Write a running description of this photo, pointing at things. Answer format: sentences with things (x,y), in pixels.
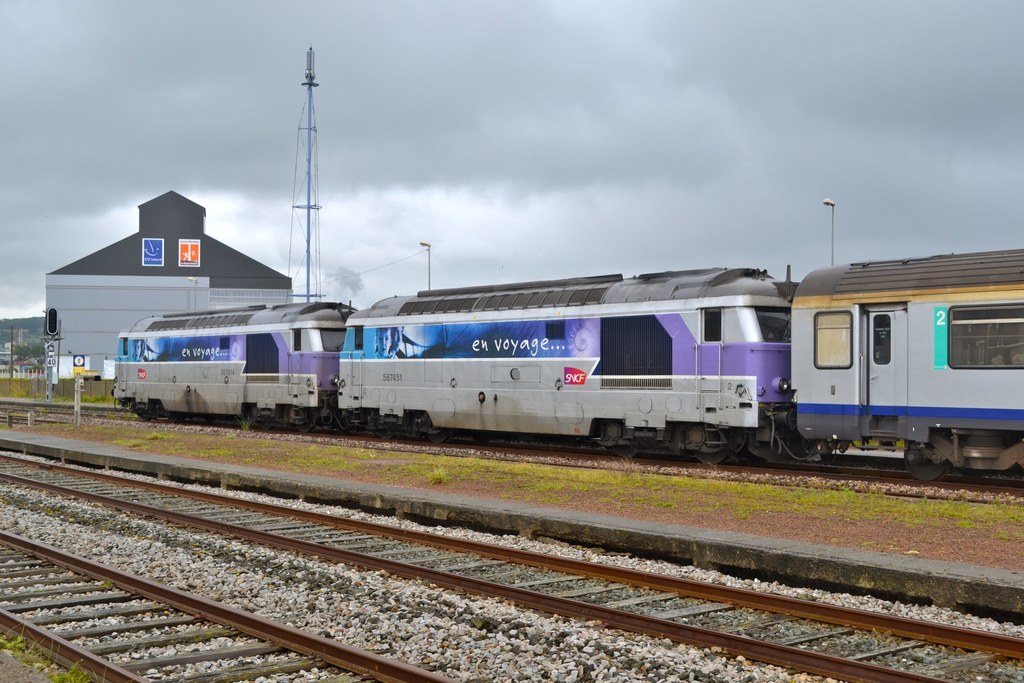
In this picture I can see the tracks (292,534), number of stones (18,529), a train (328,394) and the grass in front (124,489). In the background (58,354), I can see a building (187,214), a tower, 2 poles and I can also see the cloudy sky (507,146).
